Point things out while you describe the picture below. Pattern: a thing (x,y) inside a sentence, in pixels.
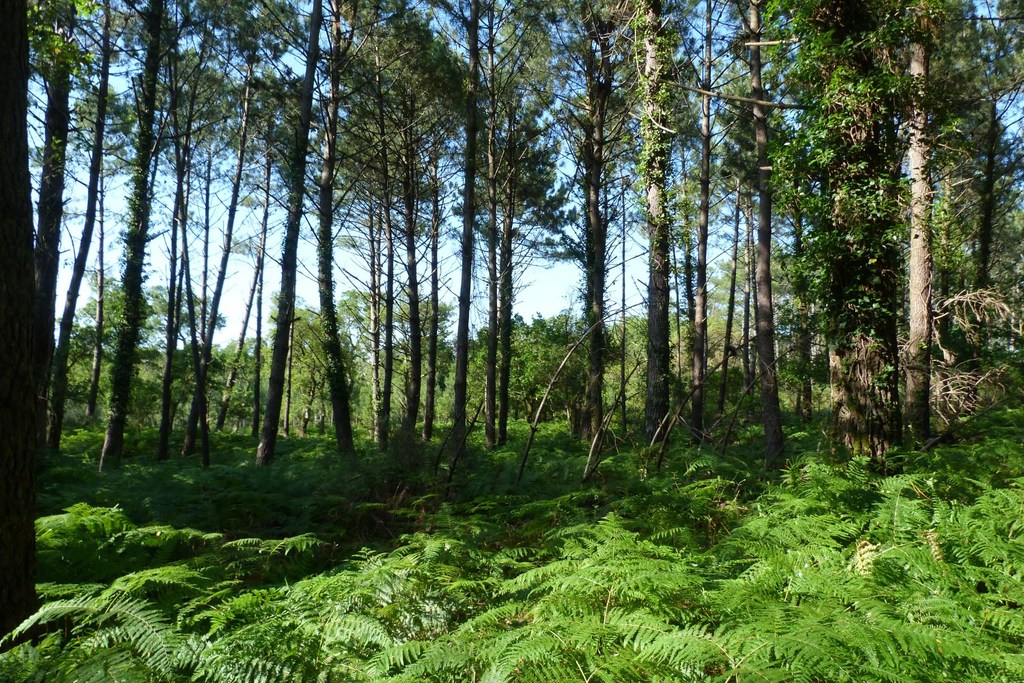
In this picture we can see so many trees (494,443) and plants (532,570).
